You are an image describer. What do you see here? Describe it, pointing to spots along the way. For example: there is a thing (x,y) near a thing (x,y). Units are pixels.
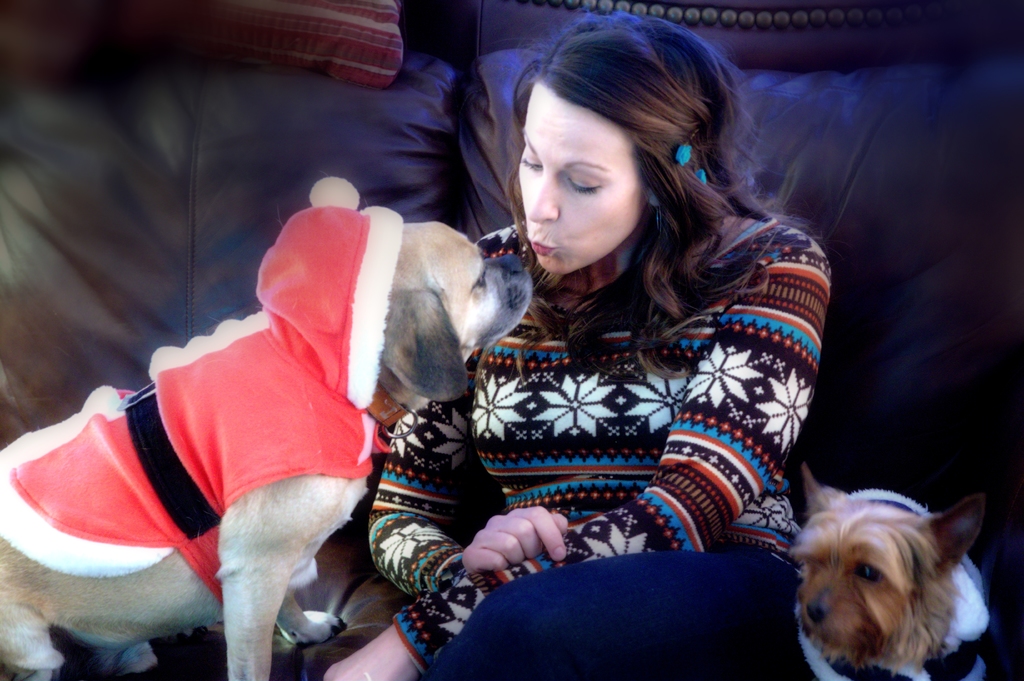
Here we can see a woman (702,120) on the sofa (749,102), and she is kissing, and at beside here are the dogs (845,599).
